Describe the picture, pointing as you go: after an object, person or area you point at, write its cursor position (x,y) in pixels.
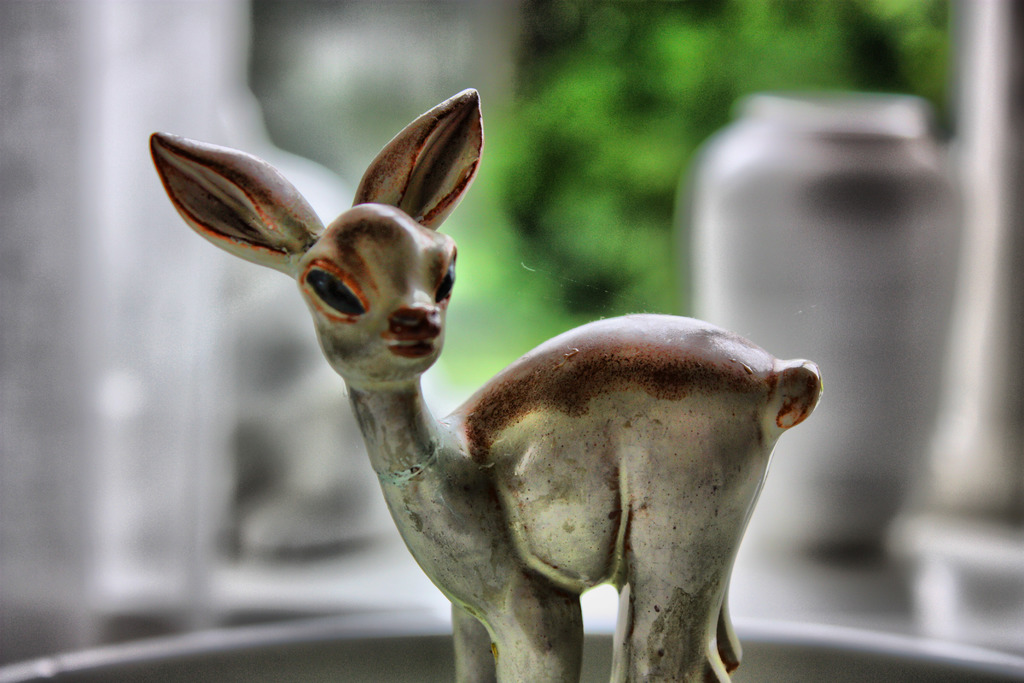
In this image I can see a toy (552,425) which is in the shape of an animal (591,503) which is cream, brown and black in color. I can see the blurry background (816,477) in which I can see a ceramic vase (780,339) and few trees (631,114) which are green in color.
